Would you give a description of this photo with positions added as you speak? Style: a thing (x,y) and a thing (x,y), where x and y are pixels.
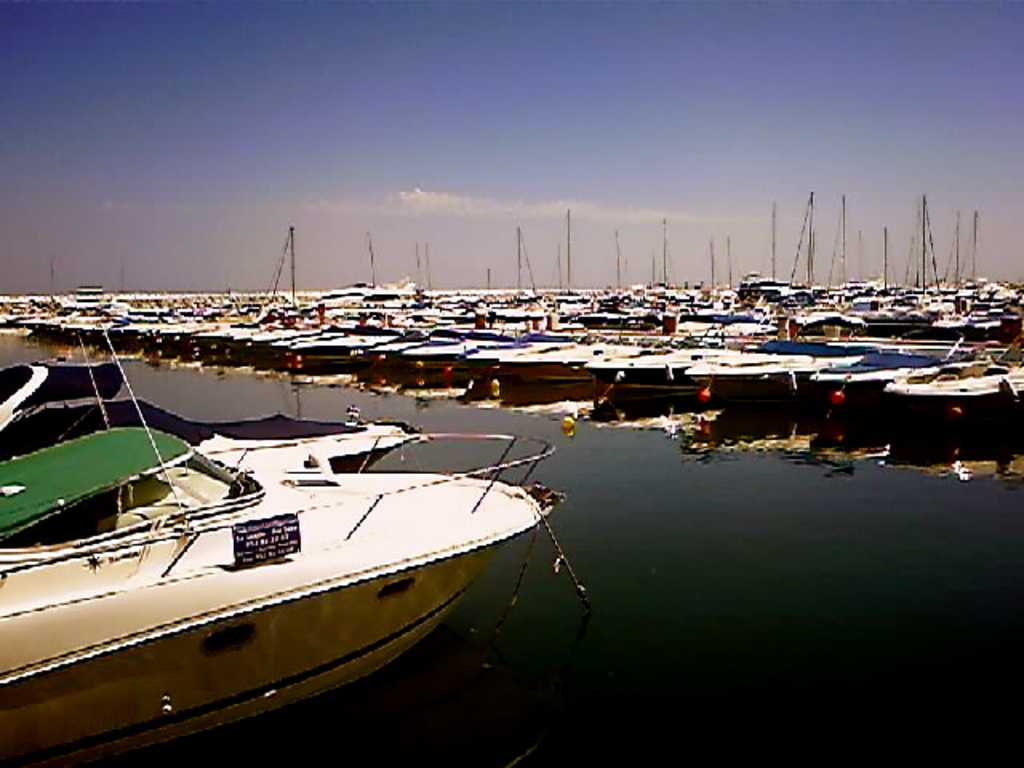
In this image we can see a boat (398,551) in the water body (999,457). We can also see a group of boats (672,371) with poles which are placed aside and the sky (518,177) which looks cloudy.
